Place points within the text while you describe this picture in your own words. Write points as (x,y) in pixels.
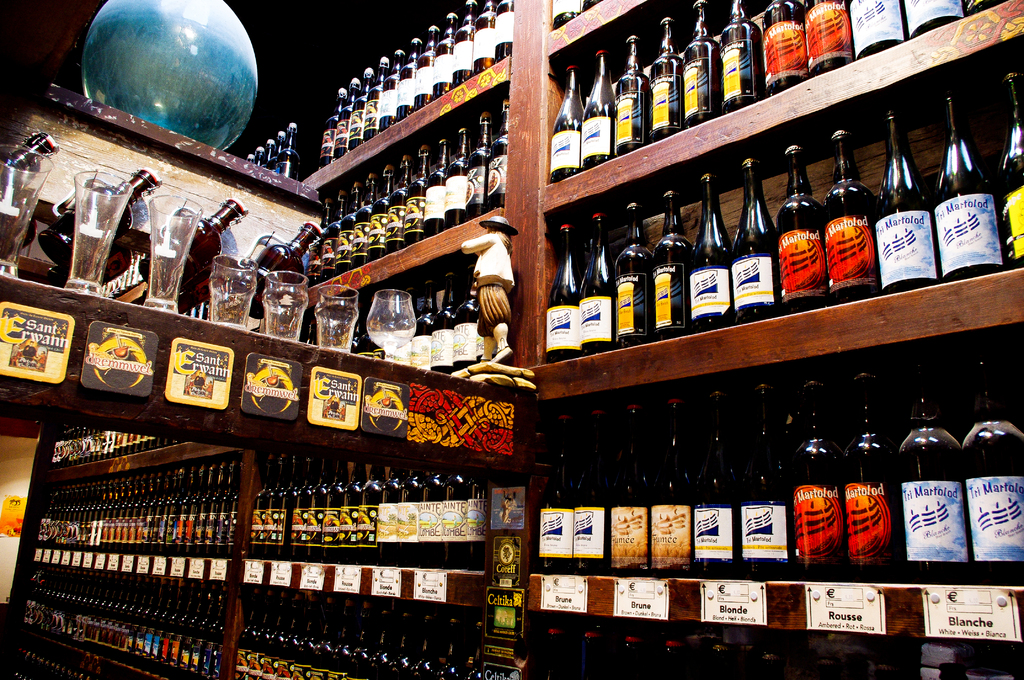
In this image I can see number of bottles (204,507) and few glasses (252,300). I can also see a ball (114,36) and a doll (481,293).
